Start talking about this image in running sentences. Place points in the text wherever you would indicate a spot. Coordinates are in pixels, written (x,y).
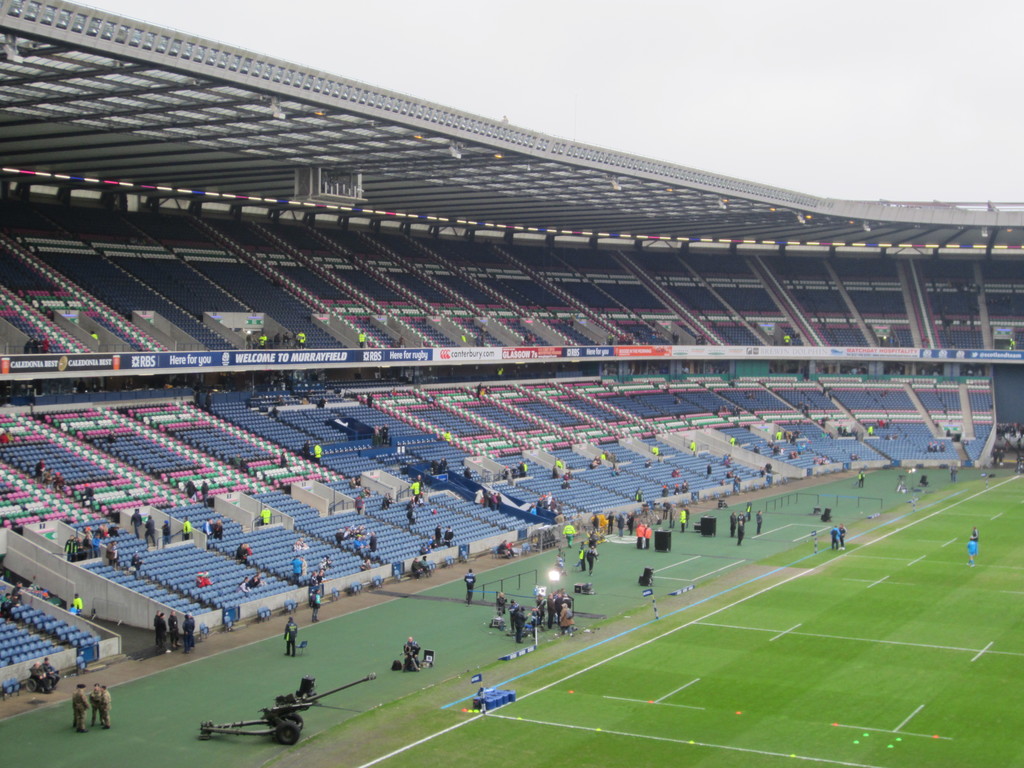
This is a picture of a stadium (50,712). In the center of the picture (415,431) there are seats (375,393) and few people (347,533) are sitting. At the bottom (656,730) it is ground (608,660) covered with grass (634,664). In the foreground (105,692) there are people (523,629), lights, speakers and other objects (306,700). Sky (944,94) is cloudy.
